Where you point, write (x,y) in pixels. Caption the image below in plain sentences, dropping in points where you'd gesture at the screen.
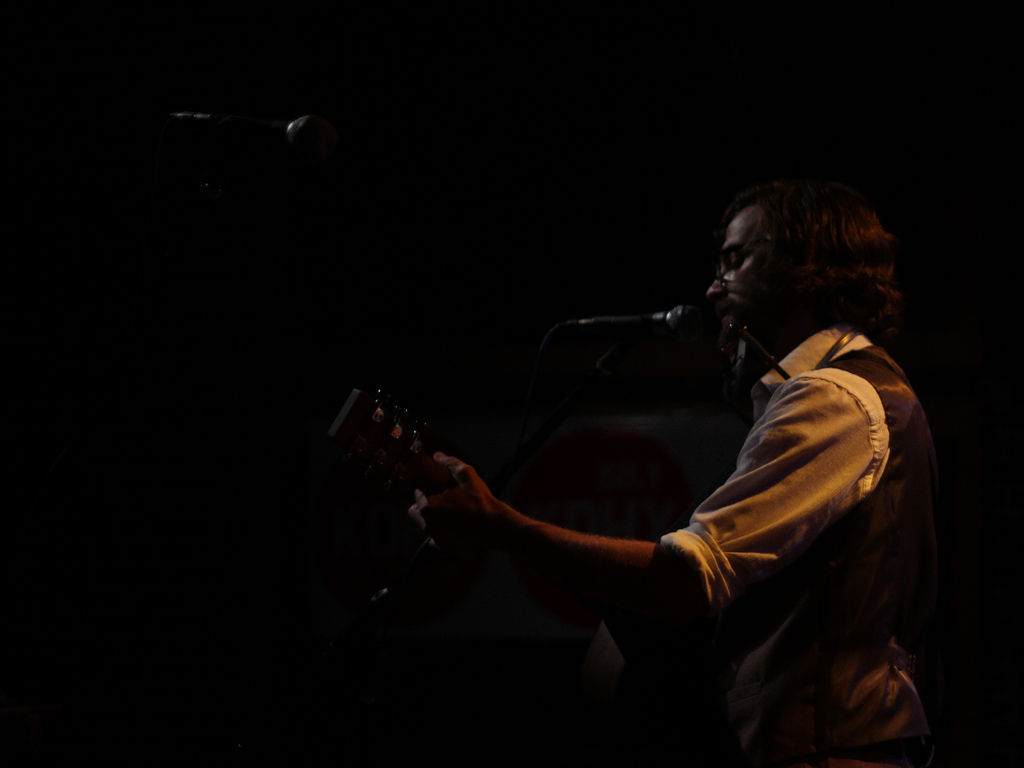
In this image there is a person (706,541) playing a guitar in front of mics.
